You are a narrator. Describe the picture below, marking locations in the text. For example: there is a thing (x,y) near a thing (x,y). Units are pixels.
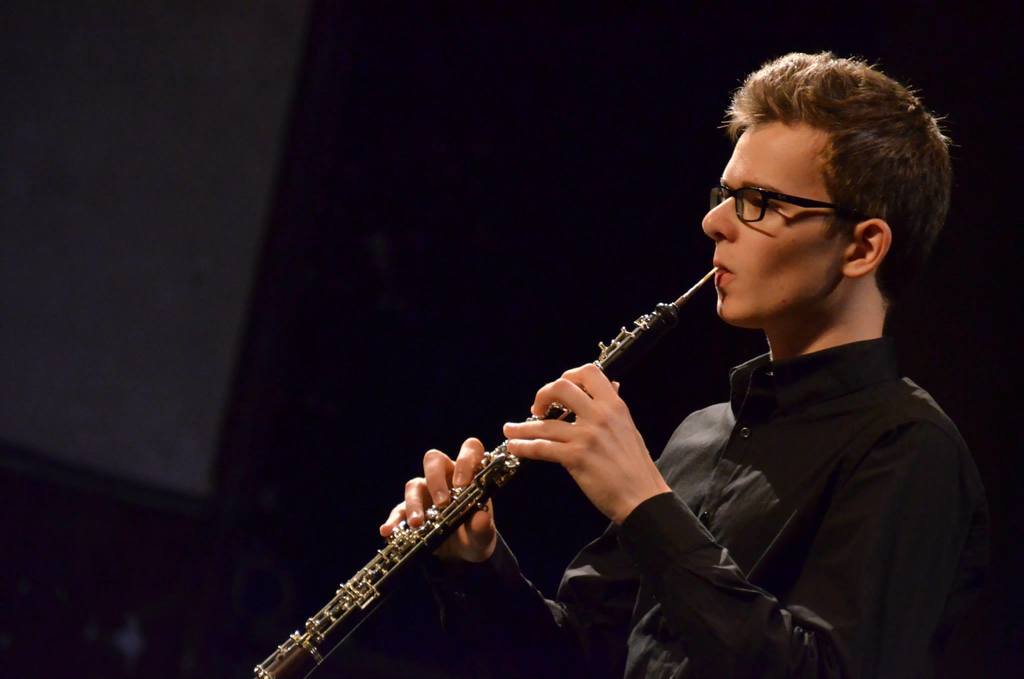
In this image, I can see a person (701,445) playing oboe (475,503). There is a dark background (507,196).
